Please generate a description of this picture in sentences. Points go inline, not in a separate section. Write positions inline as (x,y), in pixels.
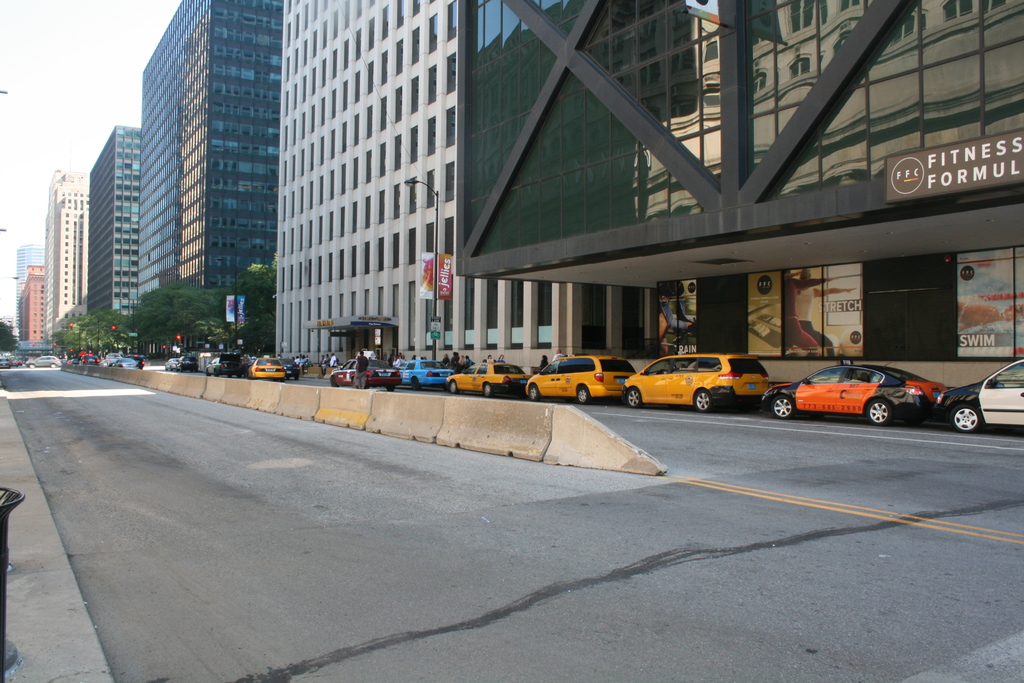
There is a road (222,443). Middle of the road (441,572) there is barrier (467,424). Also there are vehicles (399,374) on the road (395,591). There are buildings (399,107). Near to the building (205,283) there are trees (181,300). Also some poles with banners (444,271) are there. On the building (712,304) there are posters (833,301).
